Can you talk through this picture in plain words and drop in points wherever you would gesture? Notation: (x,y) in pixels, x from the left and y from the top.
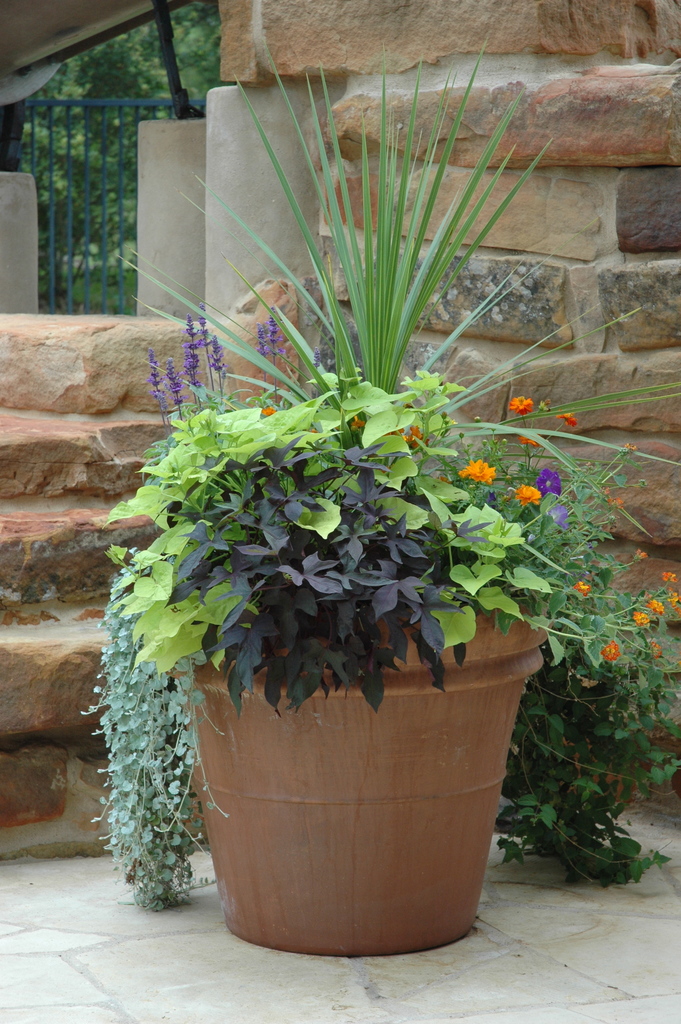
This image is taken outdoors. At the bottom of the image (145,931) there is a floor (139,969). In the middle of the image (304,611) there is a pot (211,693) with a few plants (328,604) in it. In the background (13,450) there is a wall (65,475) and there is a grill (120,139).
